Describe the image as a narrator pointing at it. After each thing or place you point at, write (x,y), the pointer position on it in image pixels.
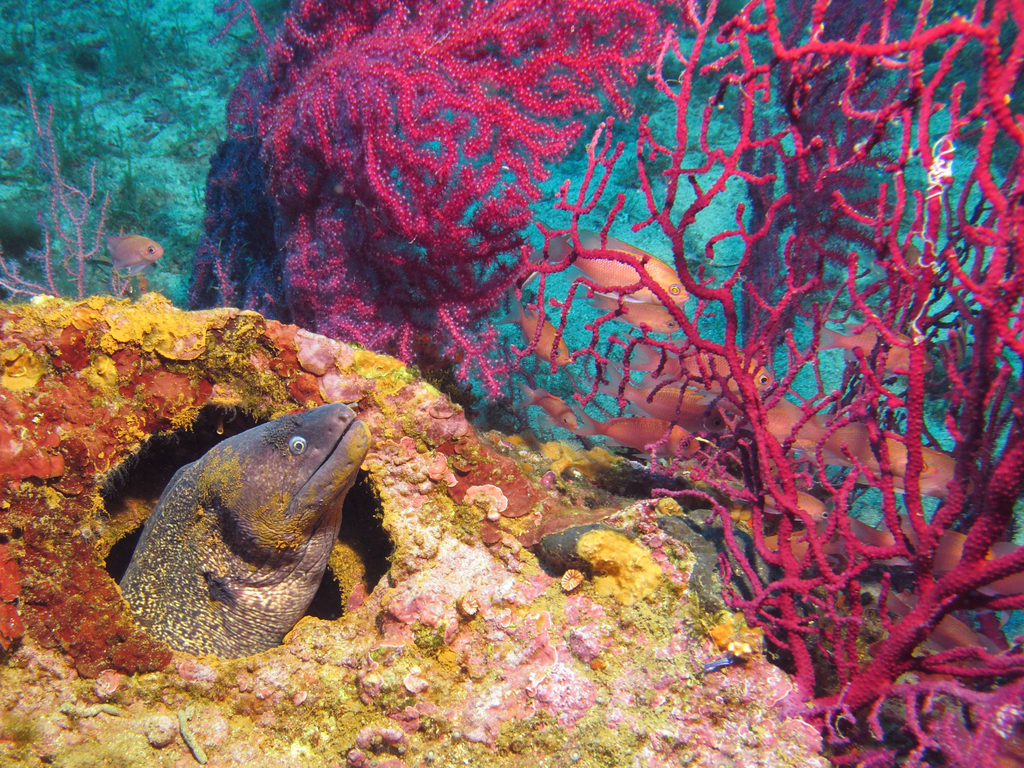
In the picture we can see deep inside the sea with some fishes (276,603) and some sea rocks (83,343) in the sea (176,226).
